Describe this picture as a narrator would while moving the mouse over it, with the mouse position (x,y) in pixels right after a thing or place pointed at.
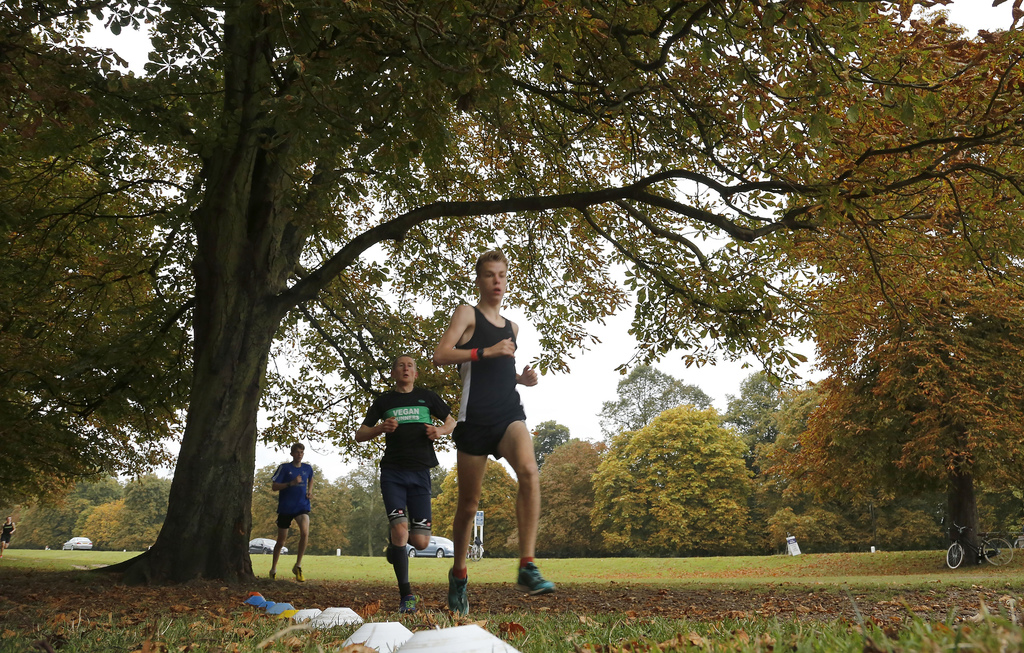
In the center of the image (398,407) there are people (464,448) jogging. At the bottom of the image (375,633) there are some objects (336,622) placed on the grass (118,631). In the background of the image (58,464) there are trees (67,460), cars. To the right side of the image (956,517) there is a bicycle (978,548) under the tree (962,385).
